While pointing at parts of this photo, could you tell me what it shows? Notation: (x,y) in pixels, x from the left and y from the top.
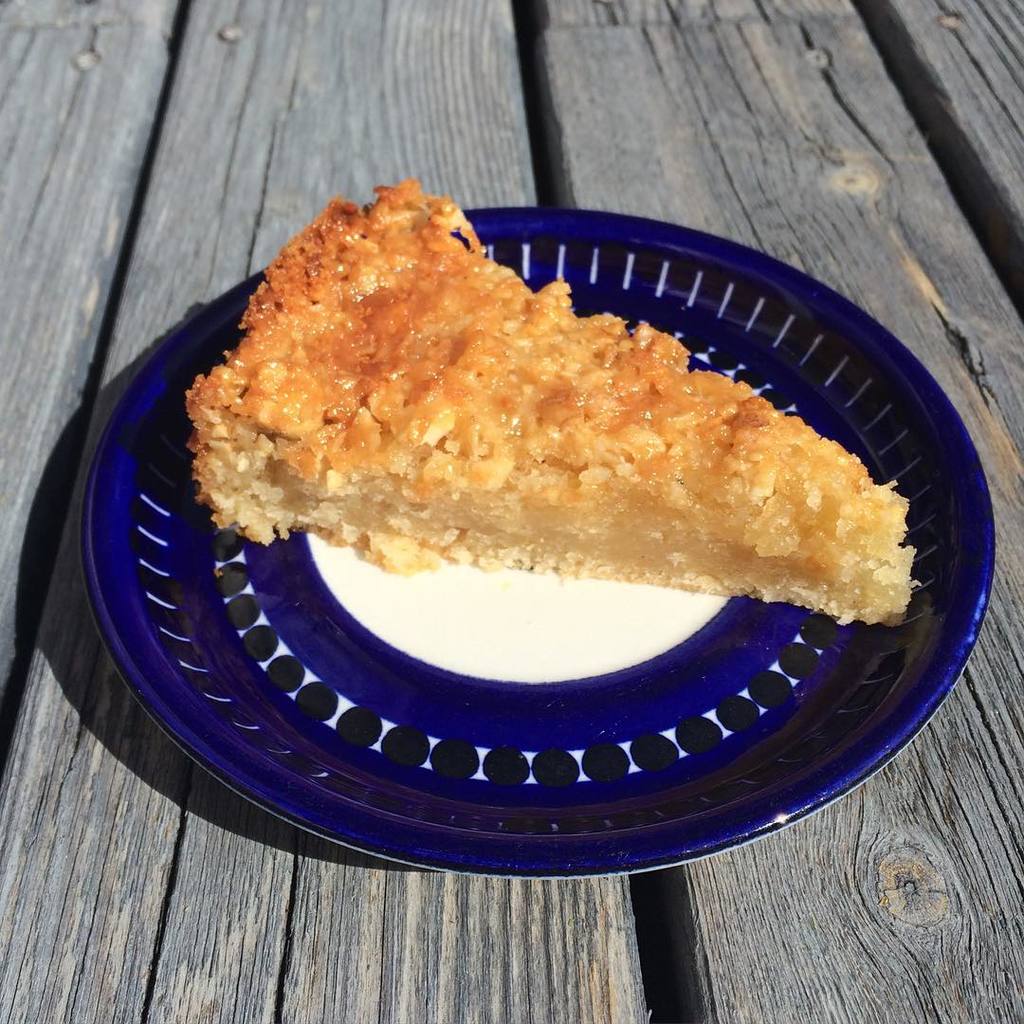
In this image there is a food item (538,420) on a plate (744,381) on a table (354,170).
